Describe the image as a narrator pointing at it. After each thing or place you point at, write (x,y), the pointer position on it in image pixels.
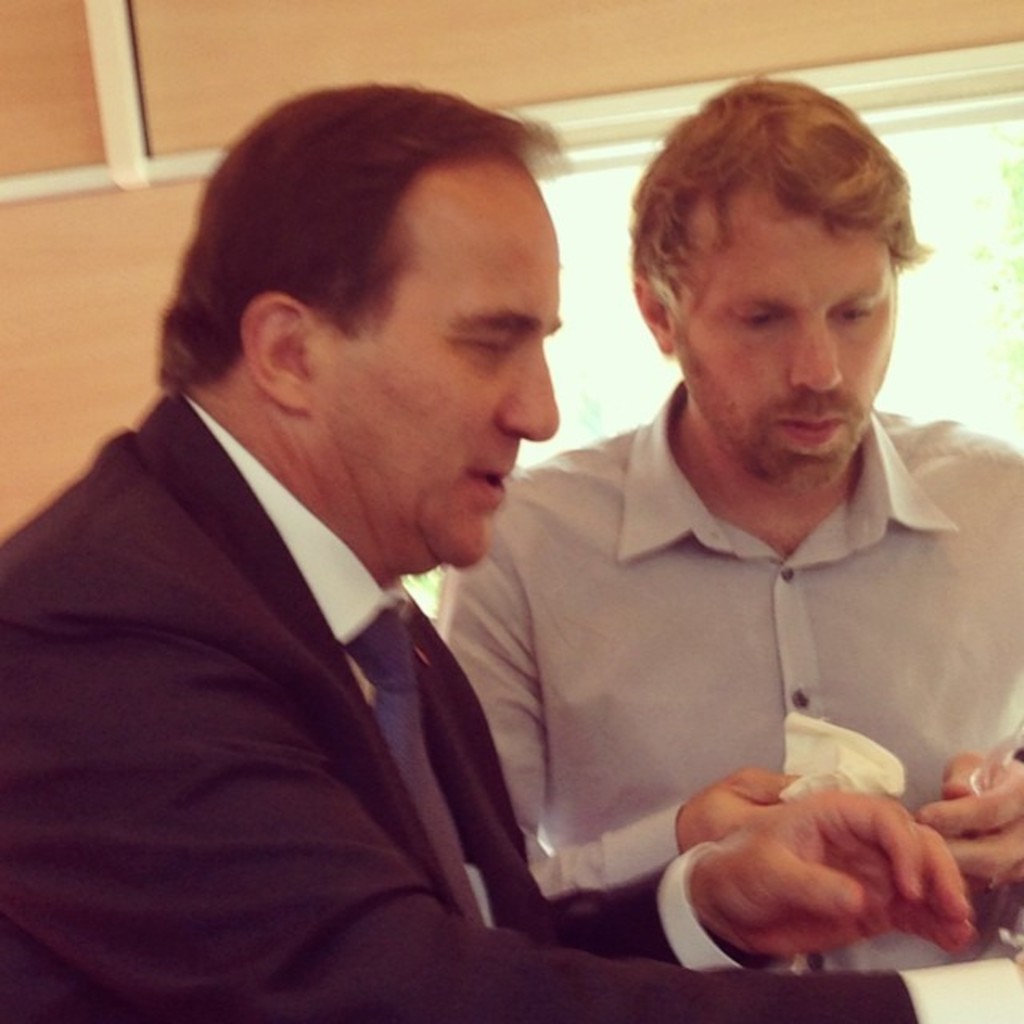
In the image there are two men (738,489), they are looking at something. In the background (958,261) there is a window (893,122).
